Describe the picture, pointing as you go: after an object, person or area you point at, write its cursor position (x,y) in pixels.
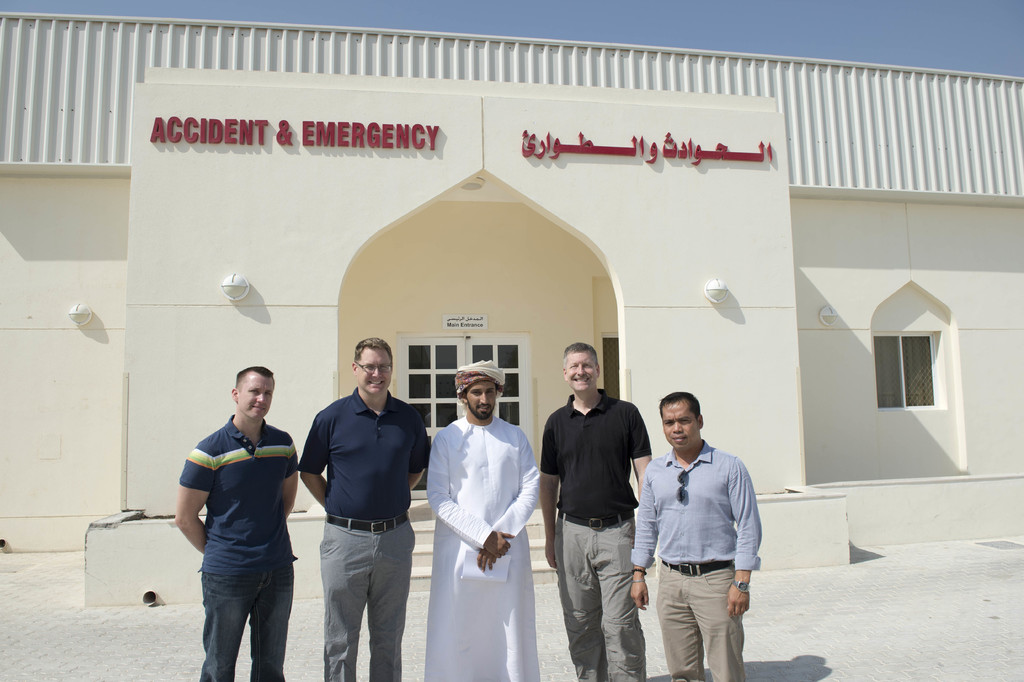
In this picture there are people (575,595) standing on the ground (877,601) and we can see building (290,412). In the background of the image (938,39) we can see the sky (932,57).
